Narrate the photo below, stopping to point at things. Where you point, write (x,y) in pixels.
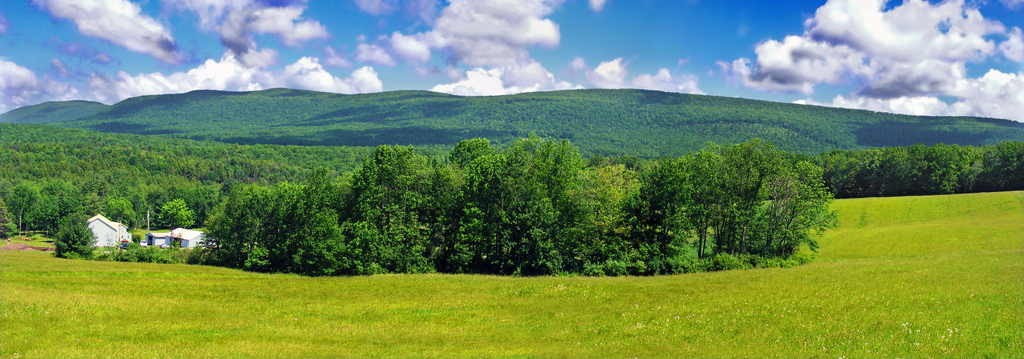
In the background (536,46) we can see the clouds (934,56) in the sky (1001,57), hills (853,140) and the thicket (918,165). In this picture we can see the trees (395,186), houses (185,236), poles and the green grass (401,322).
